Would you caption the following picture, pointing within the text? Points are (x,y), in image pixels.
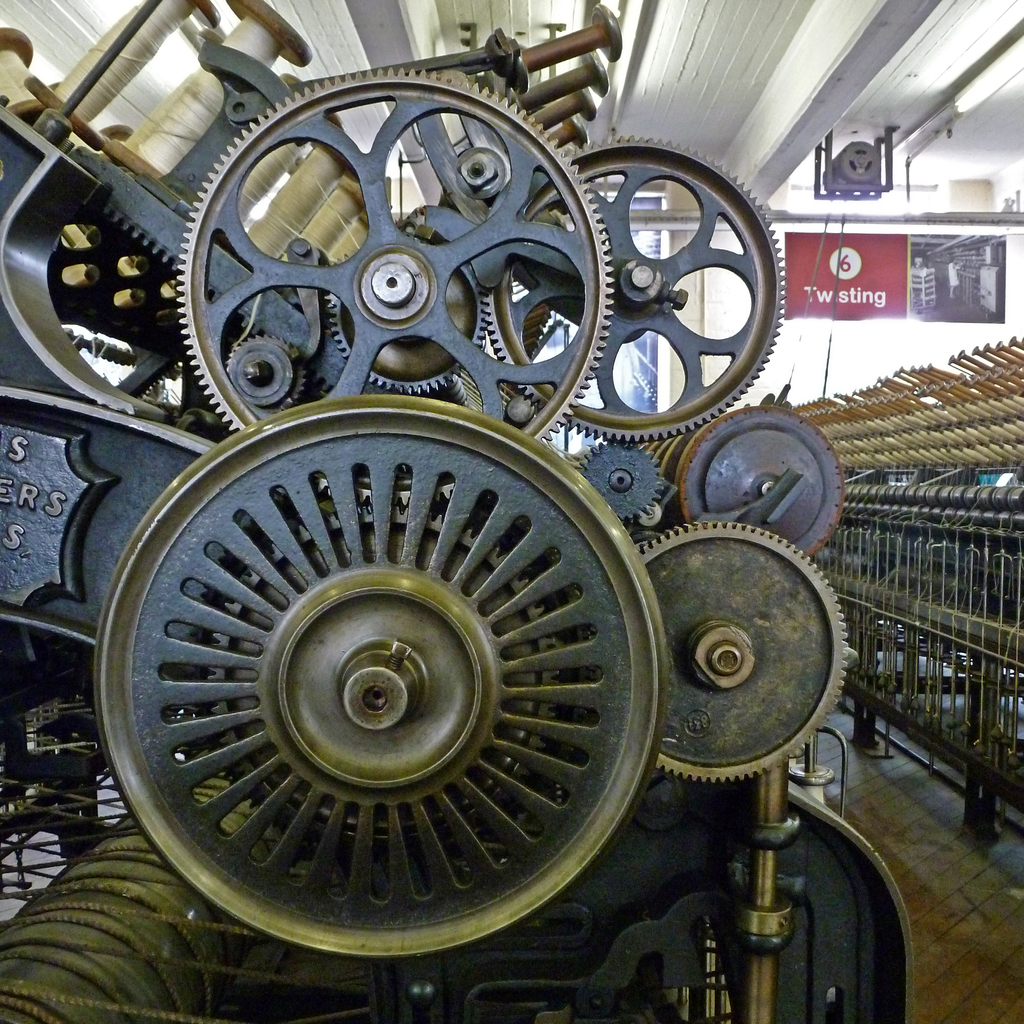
In this picture I can see there is a rotor (546,582) and there is a equipment (644,534) on to left side (86,572) and there are few objects (982,482) on to right side (987,496) and there is a board (919,315) in the backdrop (916,303).
